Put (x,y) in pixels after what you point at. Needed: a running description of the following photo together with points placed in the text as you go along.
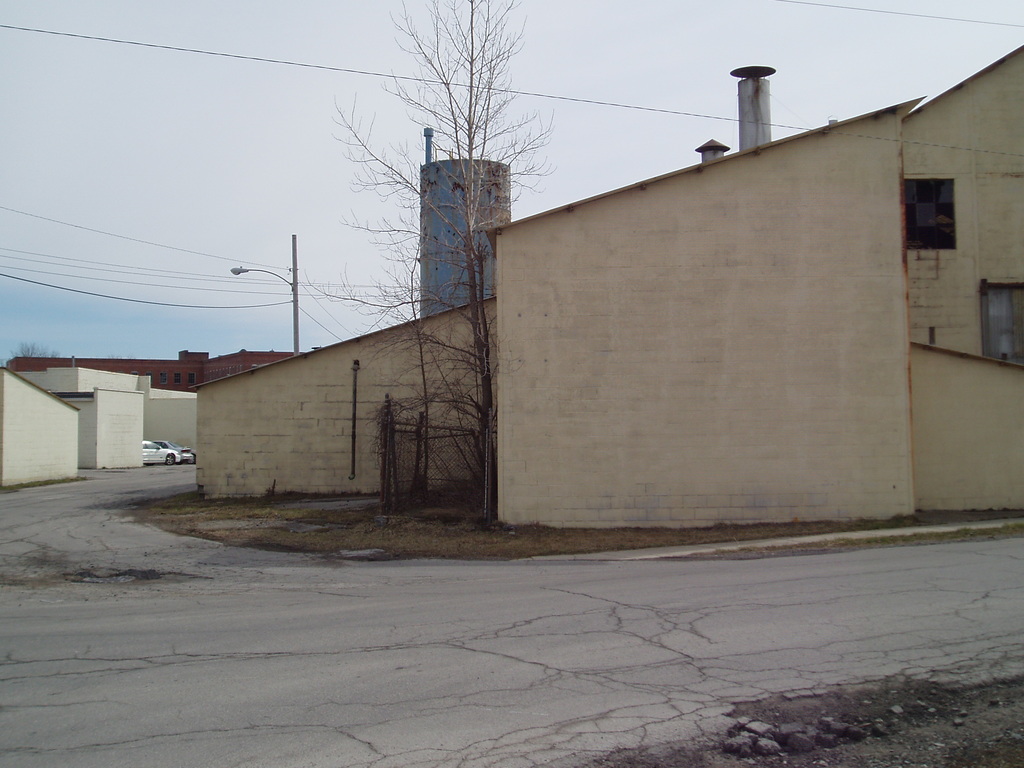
In the image we can see there are buildings (131,370), poles (294,314) and electric wires (71,257). Here we can see the road (279,662), grass (384,541) and tree branches (463,307). We can see there are vehicles (165,462) and the sky (34,110).
